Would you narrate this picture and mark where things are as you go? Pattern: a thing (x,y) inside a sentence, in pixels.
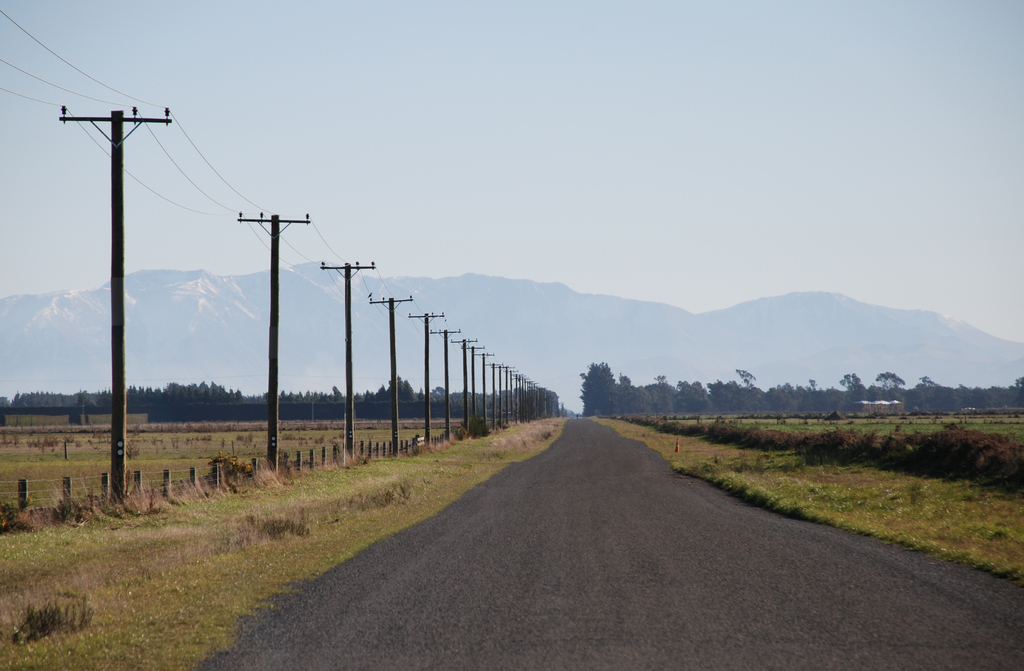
In this image there is a road (612,555), on either side of the road (425,525) there is grassland (282,519), on the left side (114,427) there are current poles (118,441), in the background (162,388) there are trees (164,414) and a mountain (451,310).
